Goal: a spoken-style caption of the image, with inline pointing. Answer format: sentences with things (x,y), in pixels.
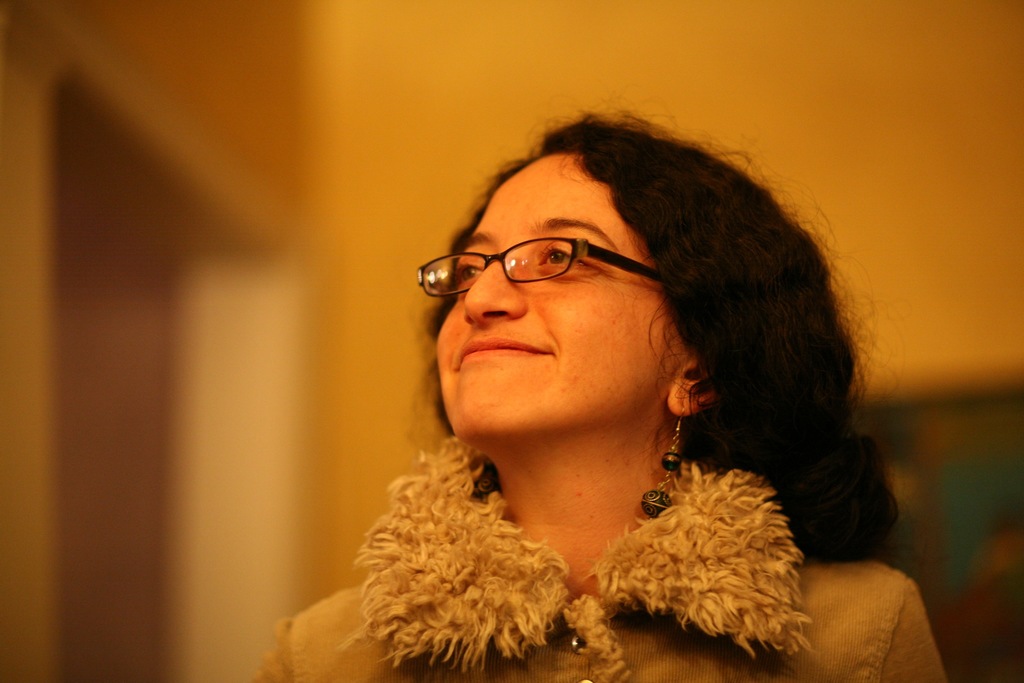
In this image we can see a lady (503,440) wearing specs (538,279) and earrings (667,457). In the background (830,9) it is blur.
